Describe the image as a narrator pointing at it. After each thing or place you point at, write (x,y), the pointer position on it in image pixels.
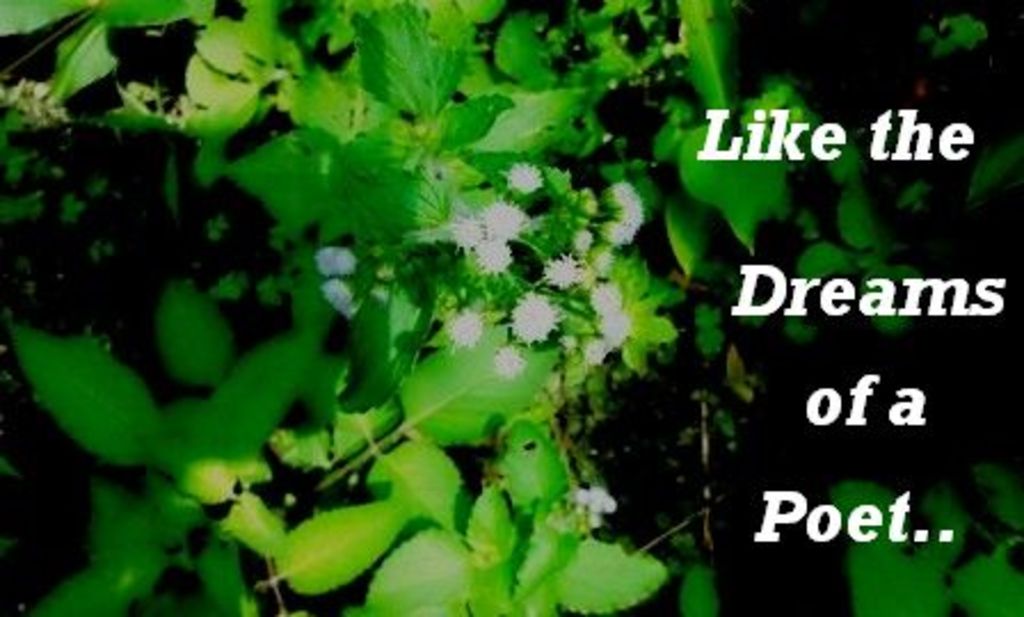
In the picture I can see the plants (471,262) and green leaves (367,265). These are looking like white flowers (476,242). I can see the text (902,150) on the right side of the picture (812,418).
